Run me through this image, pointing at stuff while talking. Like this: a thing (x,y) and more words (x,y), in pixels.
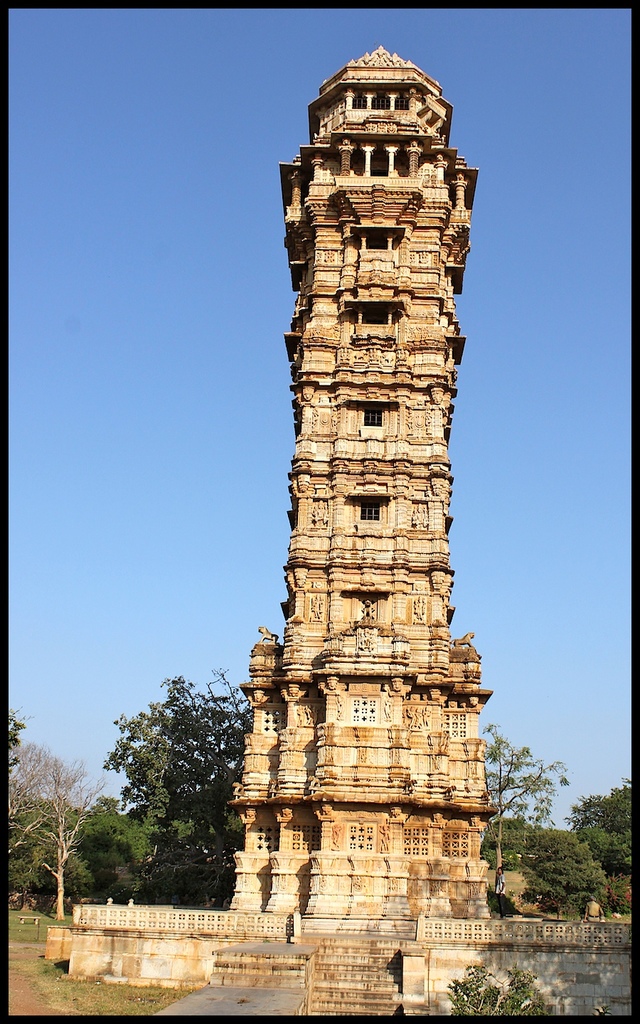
This picture is an edited image. In the center (425,558) there is a building (361,448) and we can see the green grass (33,936), trees (78,857), plants (514,1011) and the sky (538,531).
